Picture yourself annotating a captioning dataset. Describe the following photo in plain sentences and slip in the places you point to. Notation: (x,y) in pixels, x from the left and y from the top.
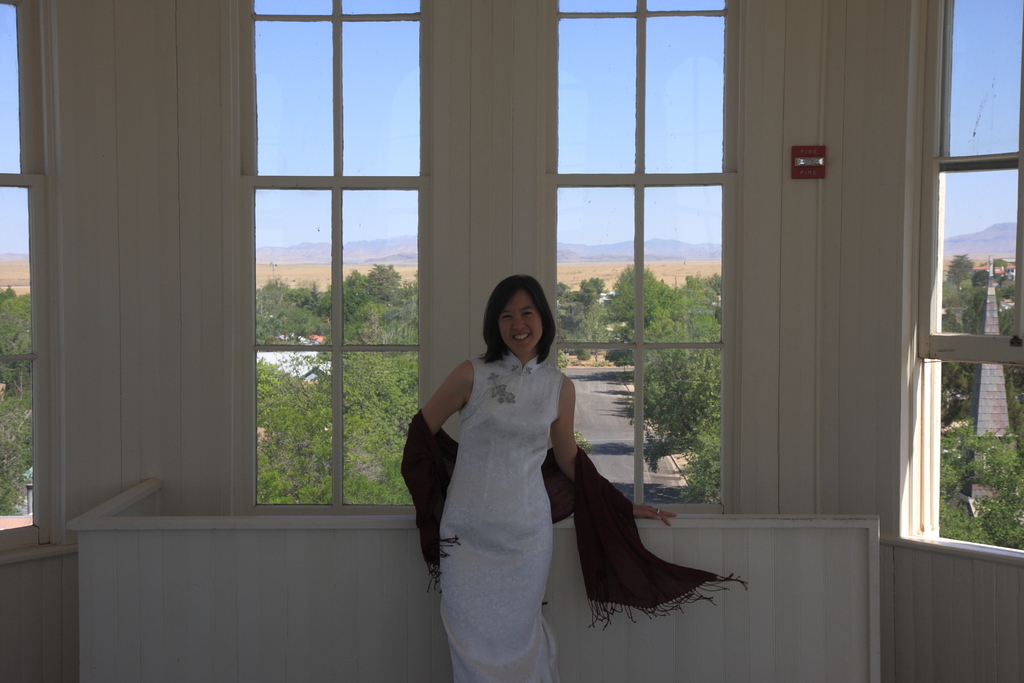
In this picture I can see there is a woman (463,428) standing and she is wearing a white dress (495,470) and there are few windows (655,398) in the backdrop (318,269) and there is a road (625,402) and there are trees (661,298) visible from the window (697,243).
